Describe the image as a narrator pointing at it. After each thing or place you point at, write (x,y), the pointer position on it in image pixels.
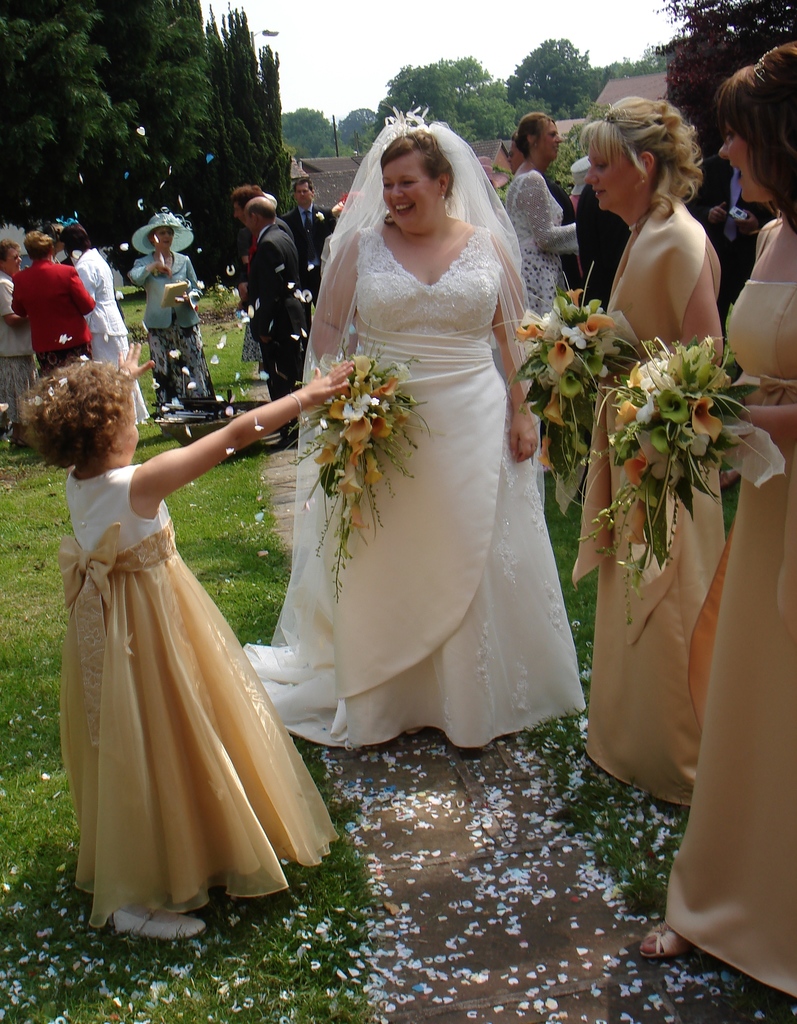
On the left side (119,509) a girl (121,501) is standing on the grass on the ground (502,993) and on the right side (678,503) there are two women (714,559) standing and holding flower bouquets (657,465) in their hands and in the middle (483,530) a woman (348,219) is standing on the ground (422,837) and we can see a crown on her head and there are petals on the grass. In the background (186,299) there are few persons (151,235) standing, trees (327,155), roofs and sky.
